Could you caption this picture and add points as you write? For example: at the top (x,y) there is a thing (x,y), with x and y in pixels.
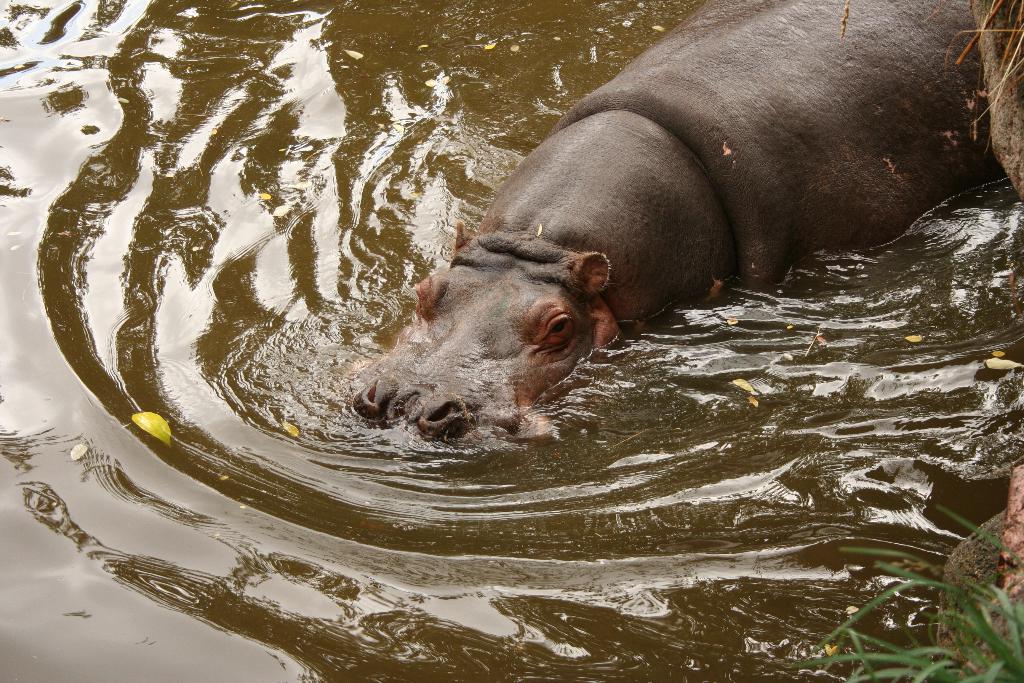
This image consists of a hippopotamus (529,300) in the water (616,415). At the bottom (309,592), there is water (648,609). At the bottom right (975,644), there is a grass (958,616).
